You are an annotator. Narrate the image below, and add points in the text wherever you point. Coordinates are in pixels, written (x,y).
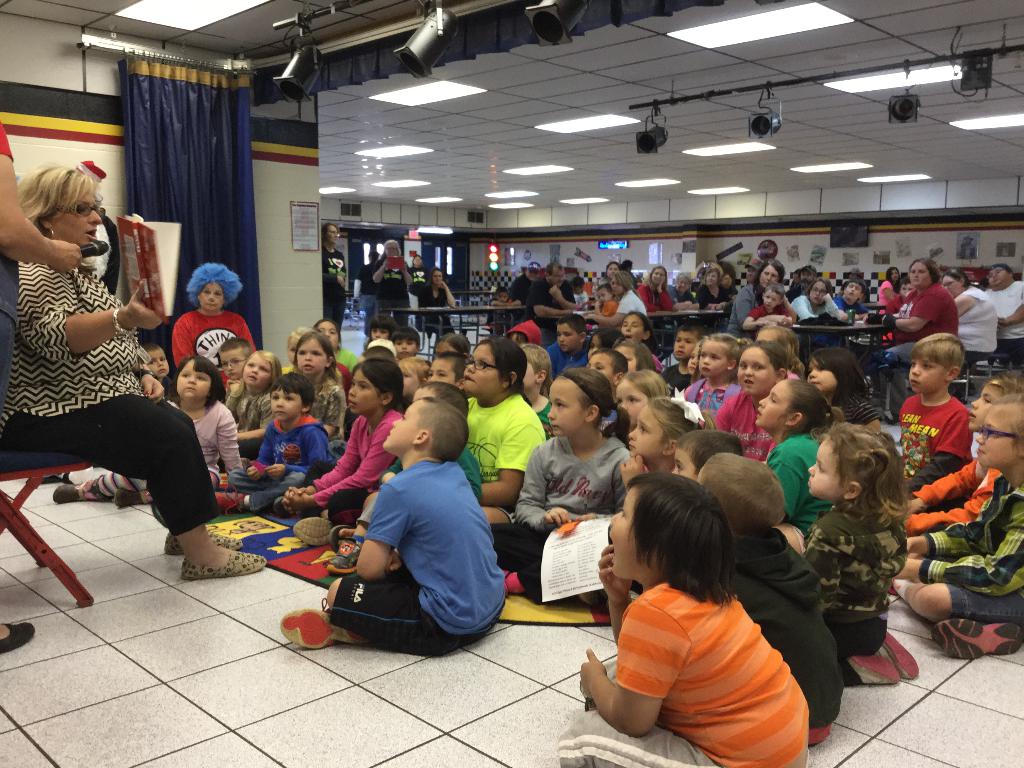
On the left side (27,364) there is a lady (30,338) sitting on the chair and speaking. She is wearing a specs (60,214). Another person (39,244) is holding a mic (93,254). On the floor (451,711) there are many children (788,492) sitting. In the back (545,291) there are many people (722,280) sitting on chairs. On the ceiling (608,97) there are lights (751,35). On the side there is a curtain (225,176). In the background (589,228) there is a wall (549,245) with lights (492,247).
